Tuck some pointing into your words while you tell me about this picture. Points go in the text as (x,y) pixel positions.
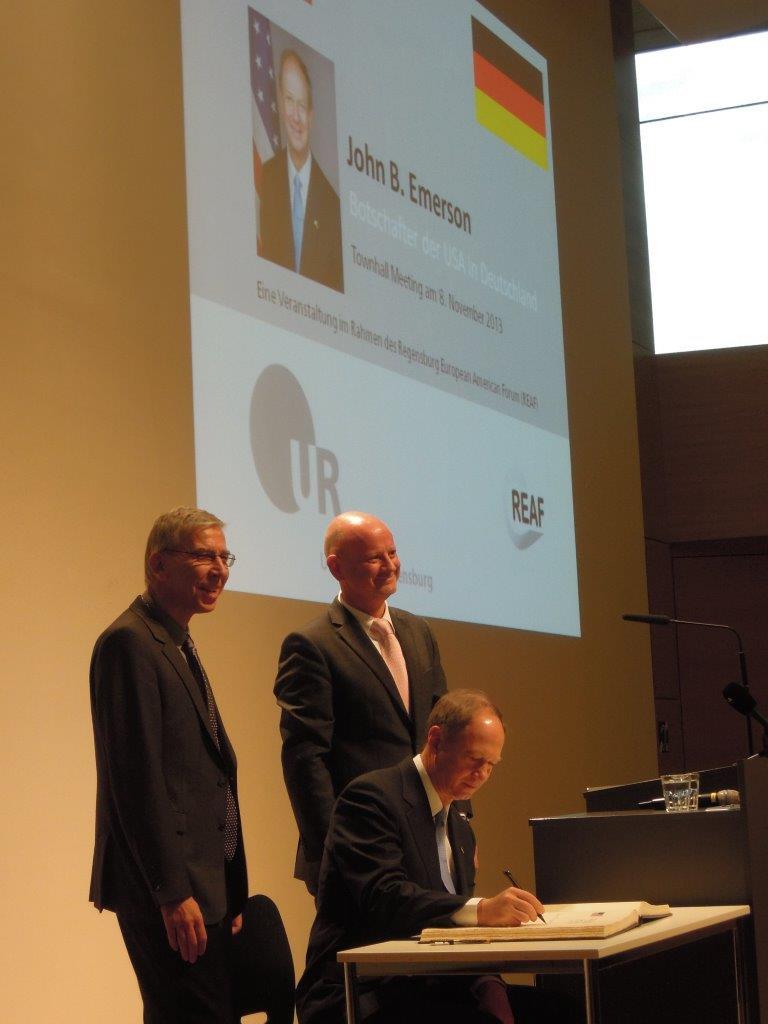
In this picture there are two people (182,833) who are standing and a guy (413,792) who is signing a document (551,938). All these guys (366,704) are wearing black coats (404,830). In the background (407,501) we observe a screen (394,465) representing JOHN B EMERSON. To the right side of the image (647,822) there is a dark podium (623,827) with mic (734,805) on top of it. There is a window (721,140) to the right side of the image (724,183).
